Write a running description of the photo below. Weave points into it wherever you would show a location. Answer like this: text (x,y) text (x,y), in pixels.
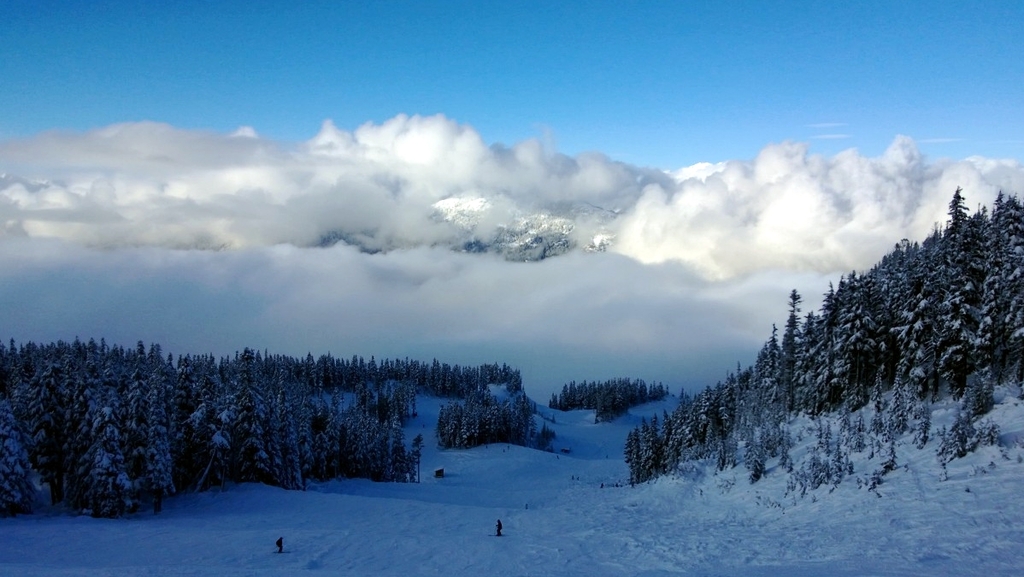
In this picture there is a beautiful view of the snow (443,517). In the front (176,473) we can see many trees (189,486) and snow (397,532) on the ground (397,532). Behind there is a huge clouds (354,151). On the top (656,141) we can see the sky (625,81).
